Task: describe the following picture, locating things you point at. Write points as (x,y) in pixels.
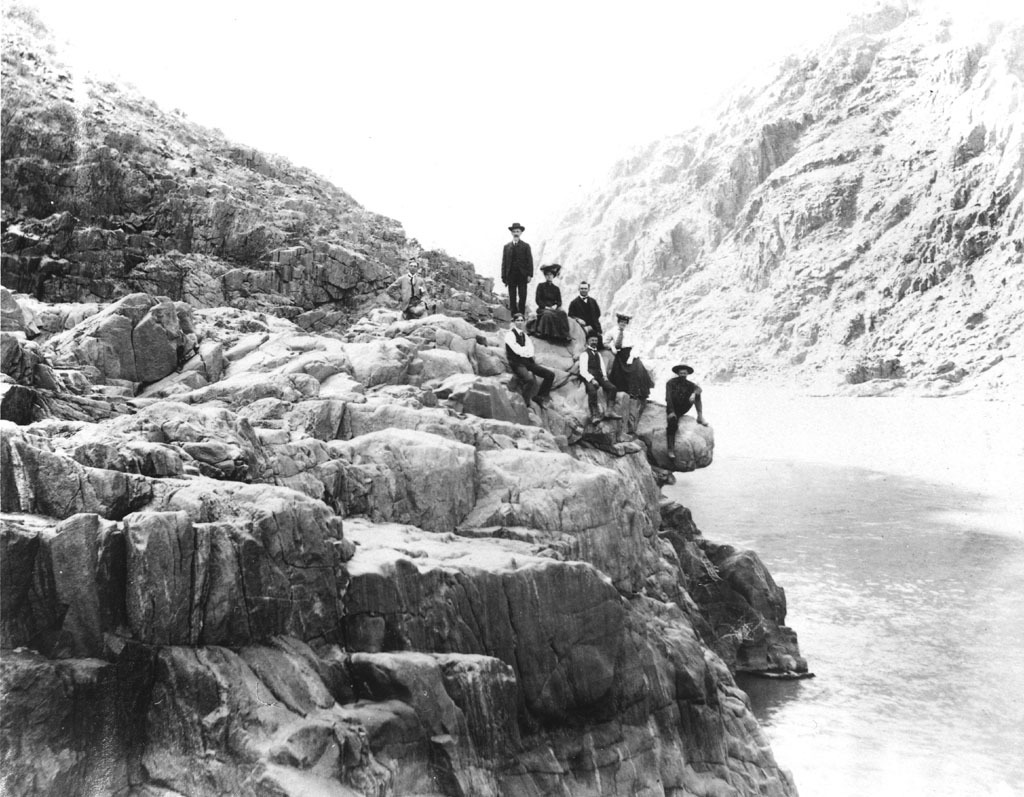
In this image, we can see a canal (842,543) in between hills (575,592). There are some persons (531,375) on the hill (552,446). There is a sky (517,83) at the top of the image (517,83).
